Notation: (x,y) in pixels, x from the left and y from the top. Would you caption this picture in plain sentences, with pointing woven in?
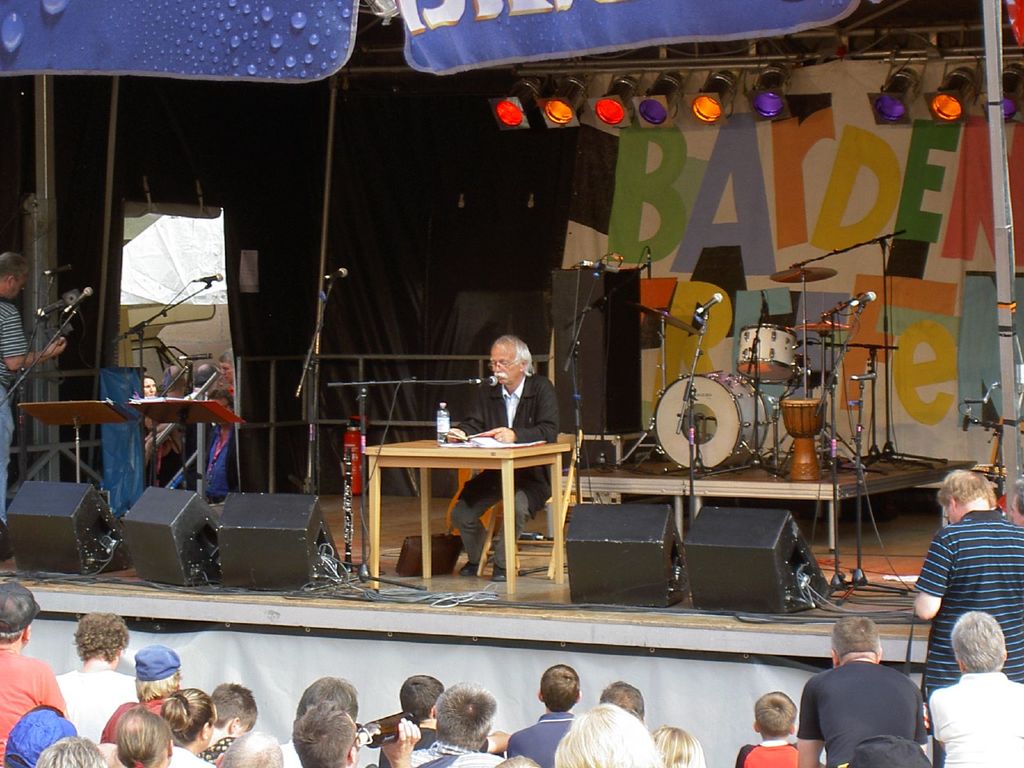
In this image, In the middle (372,506) there is a table (466,454) on that there is a book (478,443) and bottle (441,436) in front of that there is a man (531,428) sitting on the chair (563,492). At the bottom (928,670) there are many people (805,718). In the back ground (723,411) there is a speaker (700,580), drums (800,449), mic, poster (742,219), light (930,104) and table (851,482).
